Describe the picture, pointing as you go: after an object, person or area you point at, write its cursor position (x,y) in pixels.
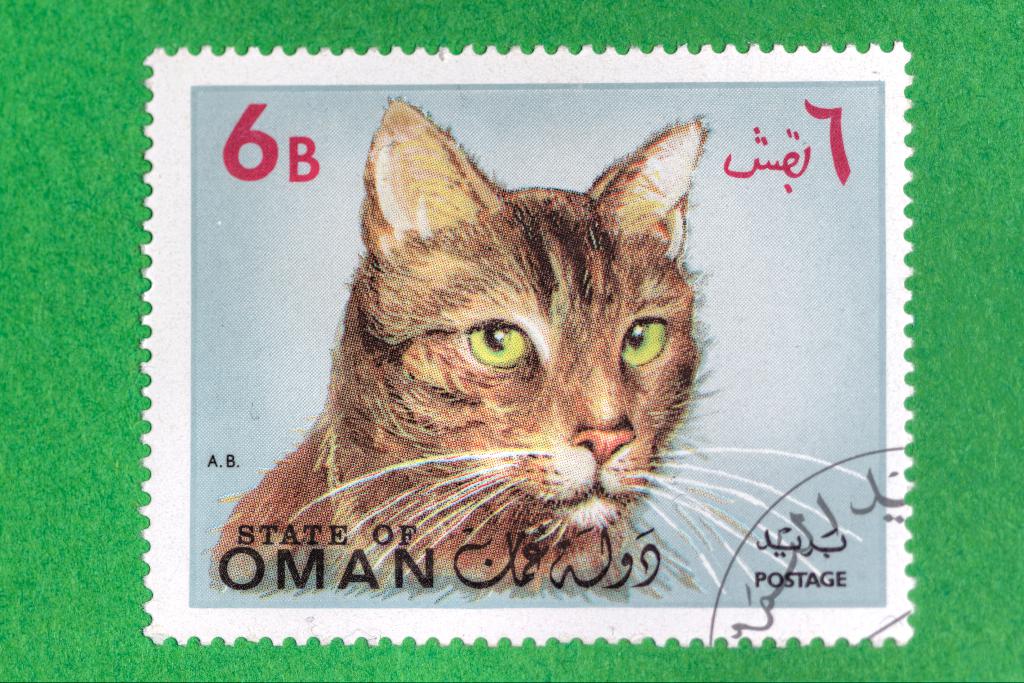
In this image I can see the postage stamp (458,460) on the green color surface (67,410). On the stamp (350,547) I can see the cat (386,521) and something is written.
